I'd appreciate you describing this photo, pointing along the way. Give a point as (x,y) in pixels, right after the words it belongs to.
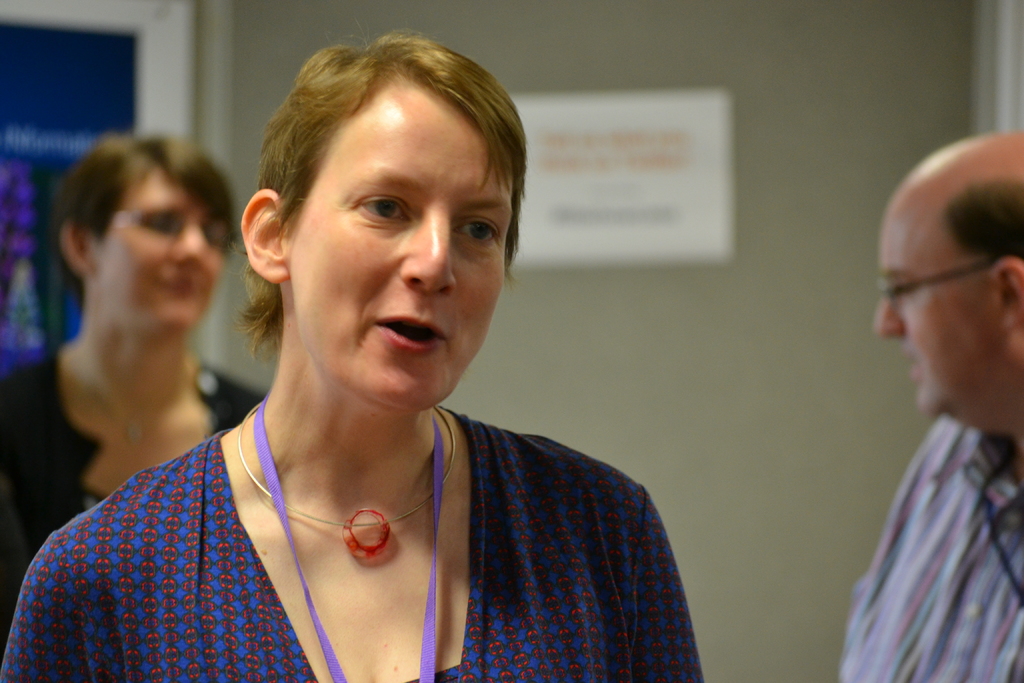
In this image I can see three persons (122,420), in the background (756,288) I can see the wall (671,19), on the wall (661,55) I can see a paper (630,201) attached to it, on the left side (75,107) I can see a blue color poster (41,83).
